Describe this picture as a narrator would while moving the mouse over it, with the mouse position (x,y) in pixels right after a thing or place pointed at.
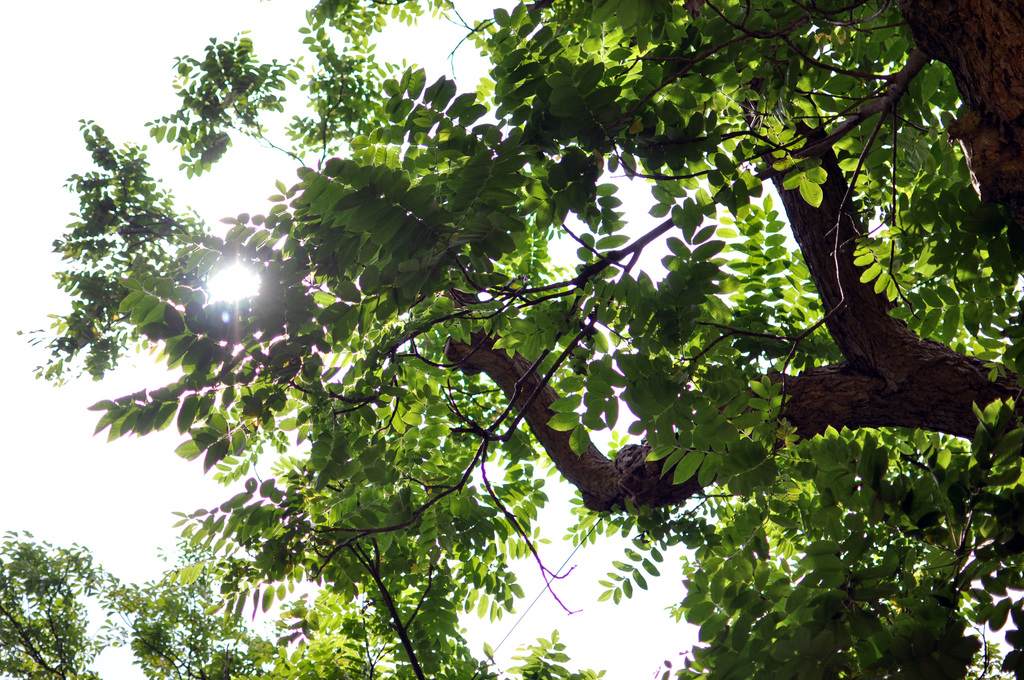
In this image we can see a tree (557,393) on which there are some leaves (413,313) and in the background of the image (218,289) there is clear sky (62,457).
